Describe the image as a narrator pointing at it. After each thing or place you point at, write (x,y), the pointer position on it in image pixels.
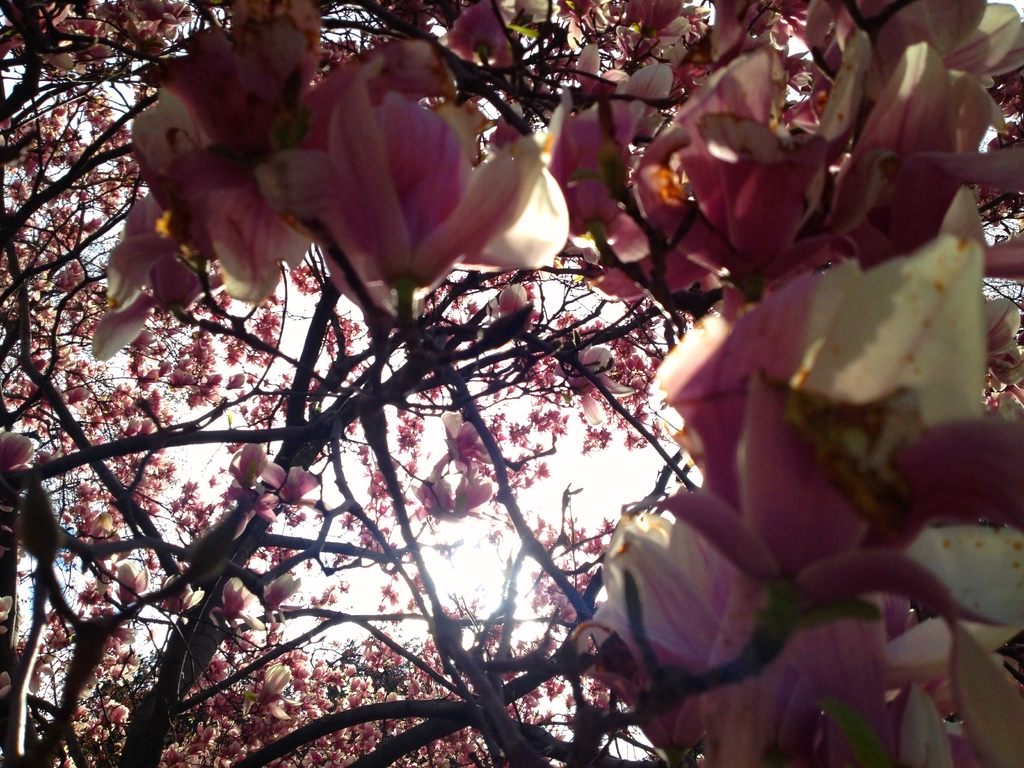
In this picture, we see a tree (313,356) which has flowers (756,345). These flowers (756,345) are in pink and white color. In the background (416,569), we see the sky (489,467).
